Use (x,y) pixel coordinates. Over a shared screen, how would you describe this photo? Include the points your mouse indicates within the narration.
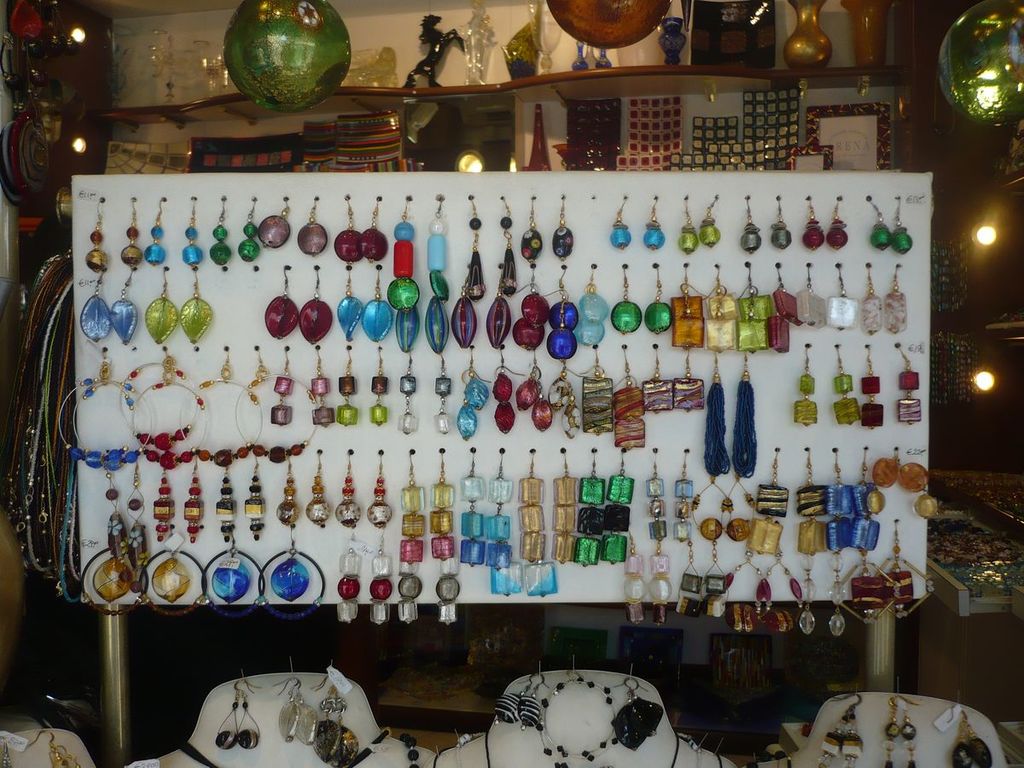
In this picture we can observe different types of earrings (266,320) hanged to the white color board (217,347). In the background (636,77) there is a shelf (322,99). We can observe green color spheres (290,52) in this picture. We can observe yellow color lights (983,240) in the background (75,138).
